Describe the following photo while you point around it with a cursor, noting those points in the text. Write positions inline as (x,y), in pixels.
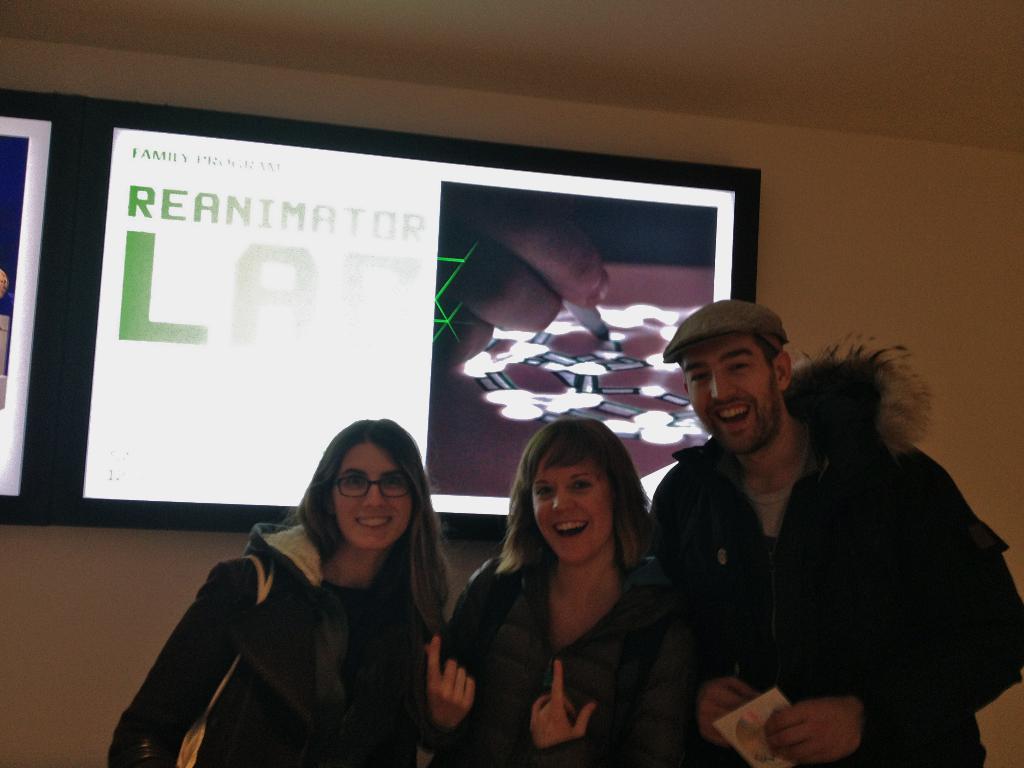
In this image, we can see some people (420,596) standing, we can see the wall (401,123). There is a digital display board (501,292) on the wall (51,588).
